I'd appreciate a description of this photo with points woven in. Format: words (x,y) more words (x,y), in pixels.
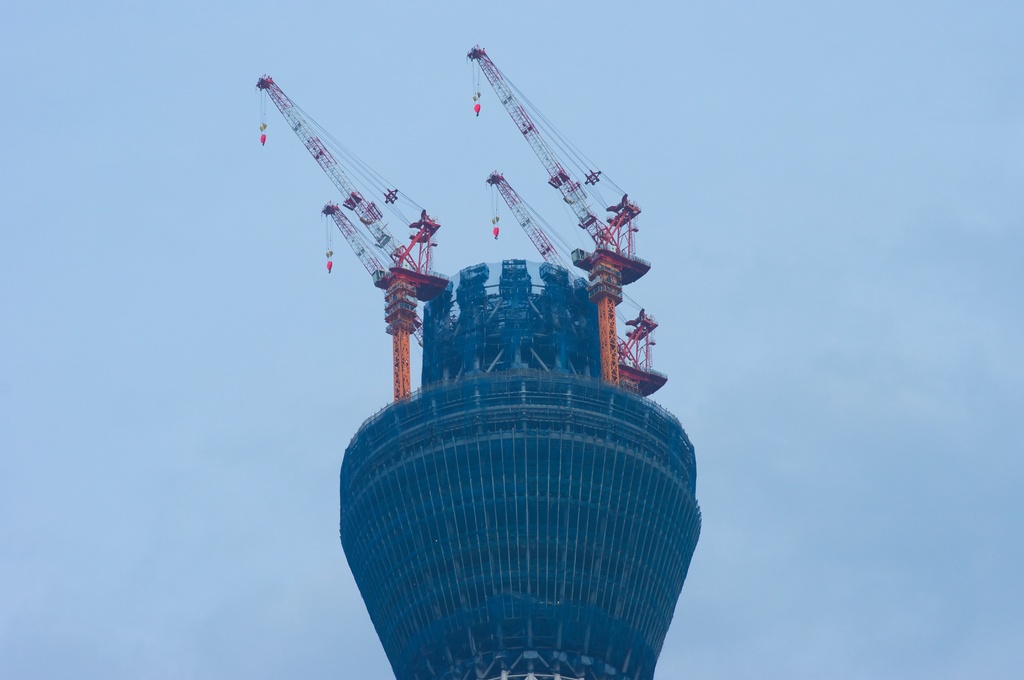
In this picture there is a building (493,450) and there are cranes (394,267) on the top of the building (659,504). At the top (970,183) there is sky (894,426).
